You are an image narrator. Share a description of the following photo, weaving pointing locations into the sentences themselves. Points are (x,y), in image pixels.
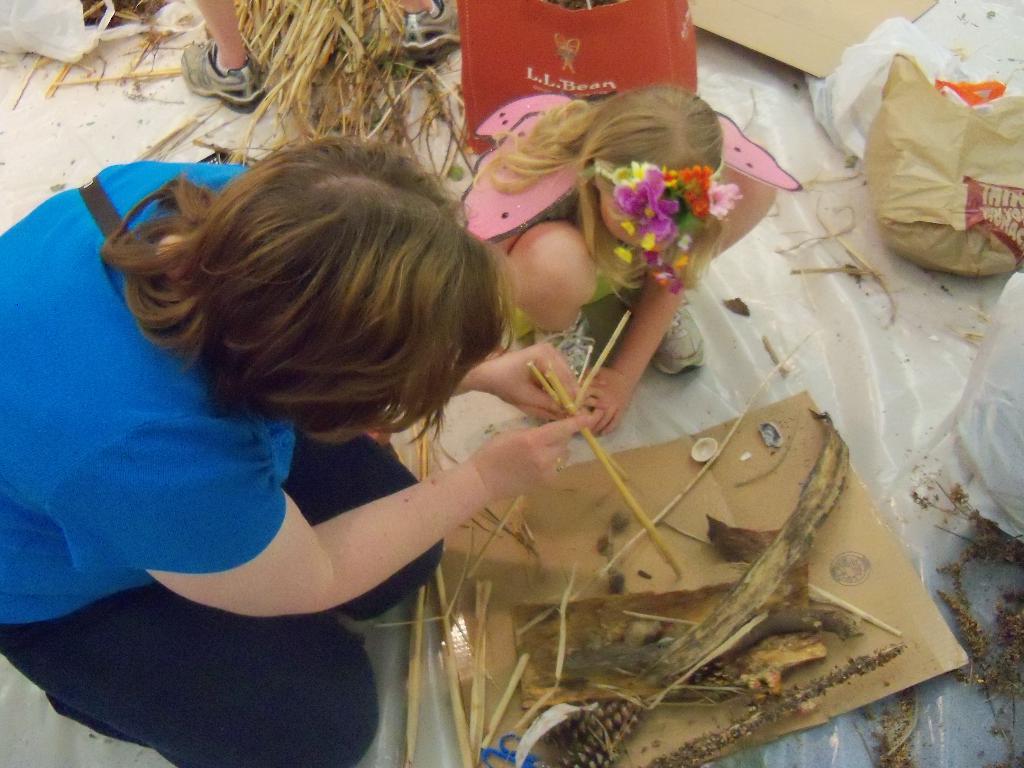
In this image there is a kid (599,198) in the middle (626,292) who is doing the artistic work (753,578). On the left side (231,418) there is a woman (335,392) who is helping the kid (578,264). In front of them there is a board (675,549) on which there are sticks (615,558) and dry grass (615,558). On the right side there are covers (900,175). At the top (546,57) there is a red bag (524,42). Beside the bag (499,50) there is dry grass (302,38) in between both the legs (211,30).
